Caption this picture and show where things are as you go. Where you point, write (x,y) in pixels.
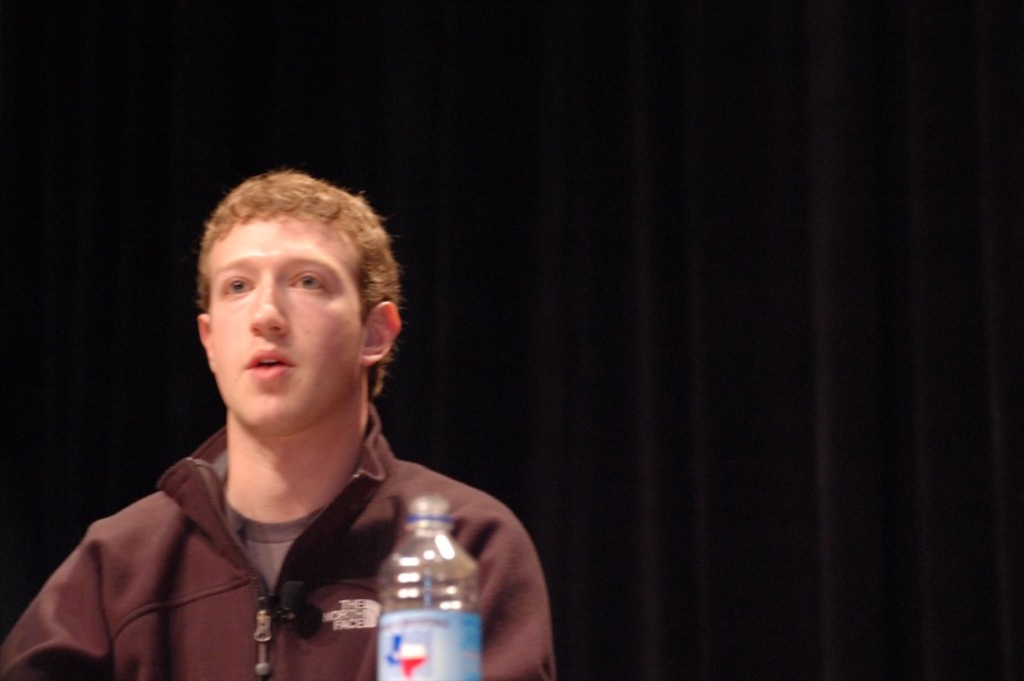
Here we can see a man (311,669) and a bottle (437,591) in front of him.
